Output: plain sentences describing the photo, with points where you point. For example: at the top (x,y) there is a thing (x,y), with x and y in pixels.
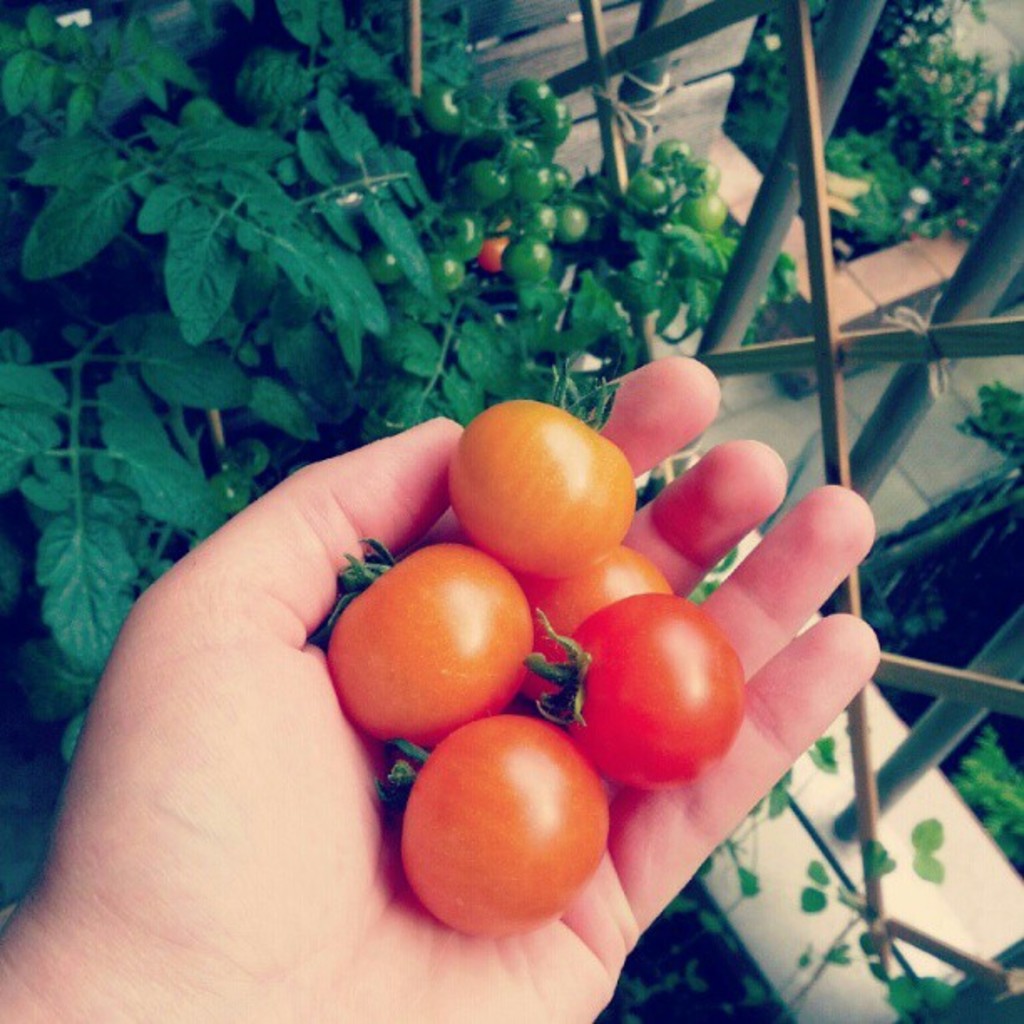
In this image we can see a person's hand (285,828) holding tomatoes (531,674). In the background (180,200) there are plants (569,365) and we can see a fence (1012,696).
